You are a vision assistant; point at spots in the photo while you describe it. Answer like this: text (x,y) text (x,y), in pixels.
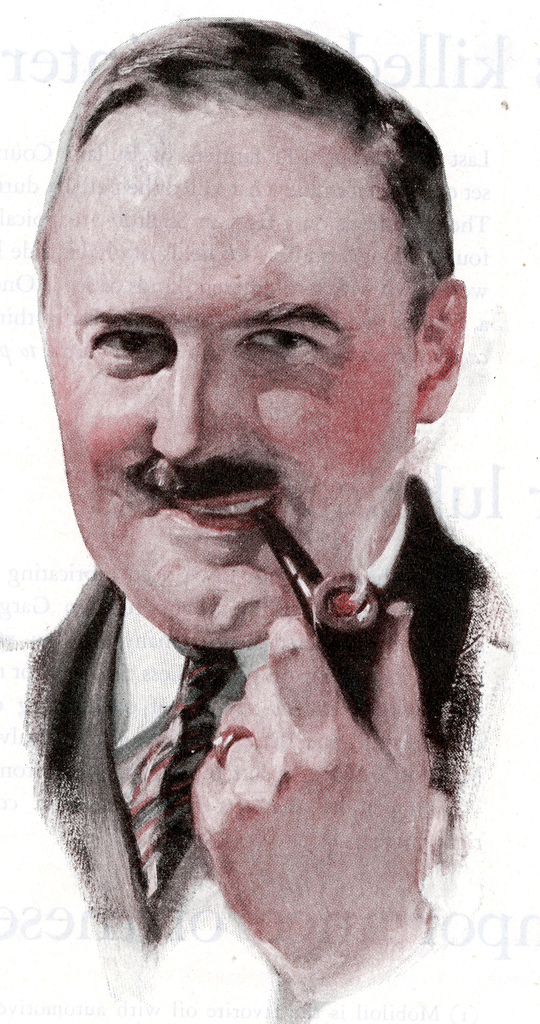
This is the painting (146,490) of a person (153,409). He is smiling. There is a pipe (315,580) in his mouth (245,504). He is wearing tie (195,719), shirt (152,711) and coat (113,693).
